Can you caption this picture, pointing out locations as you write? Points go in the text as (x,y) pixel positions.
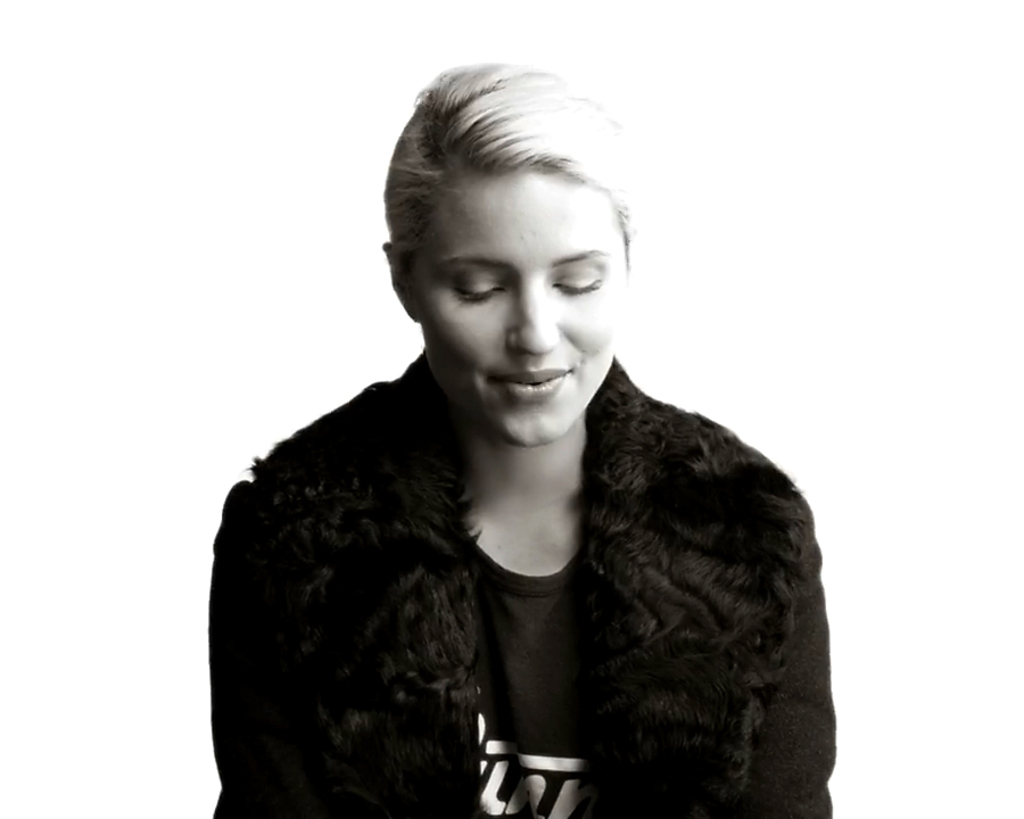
In the image in the center (526,521) we can see one woman (550,332) sitting and she is smiling, which we can see on her face (578,379). And she is in black color jacket (255,595).
